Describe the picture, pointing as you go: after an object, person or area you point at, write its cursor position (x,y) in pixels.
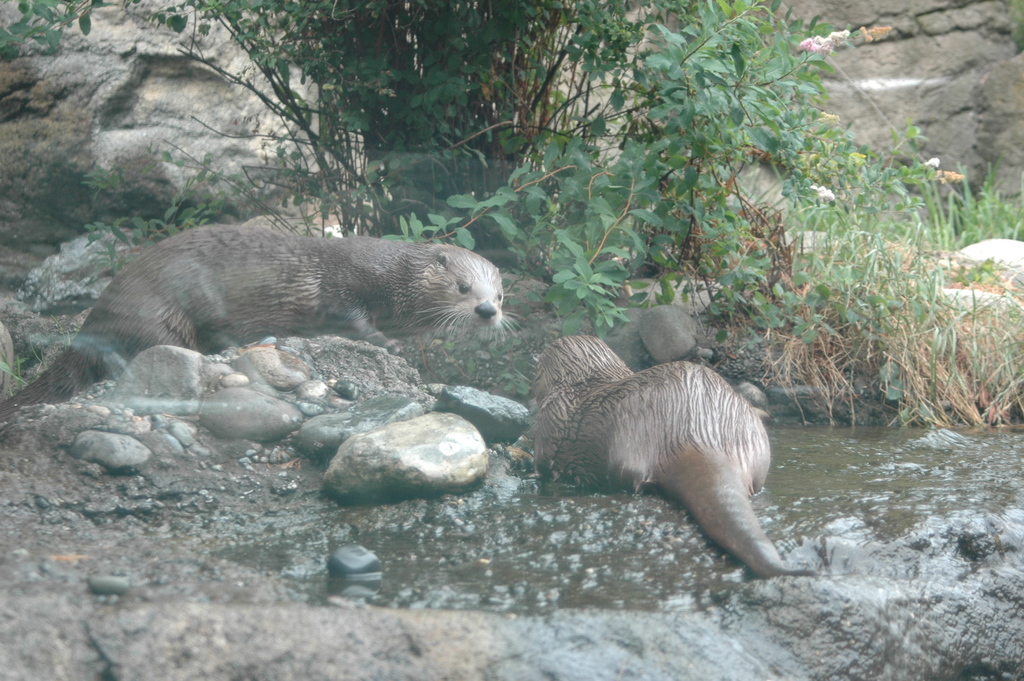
This image is clicked outside. There are plants (675,194) at the top (628,134) and middle. There are animals (689,437) in the middle (357,260).
